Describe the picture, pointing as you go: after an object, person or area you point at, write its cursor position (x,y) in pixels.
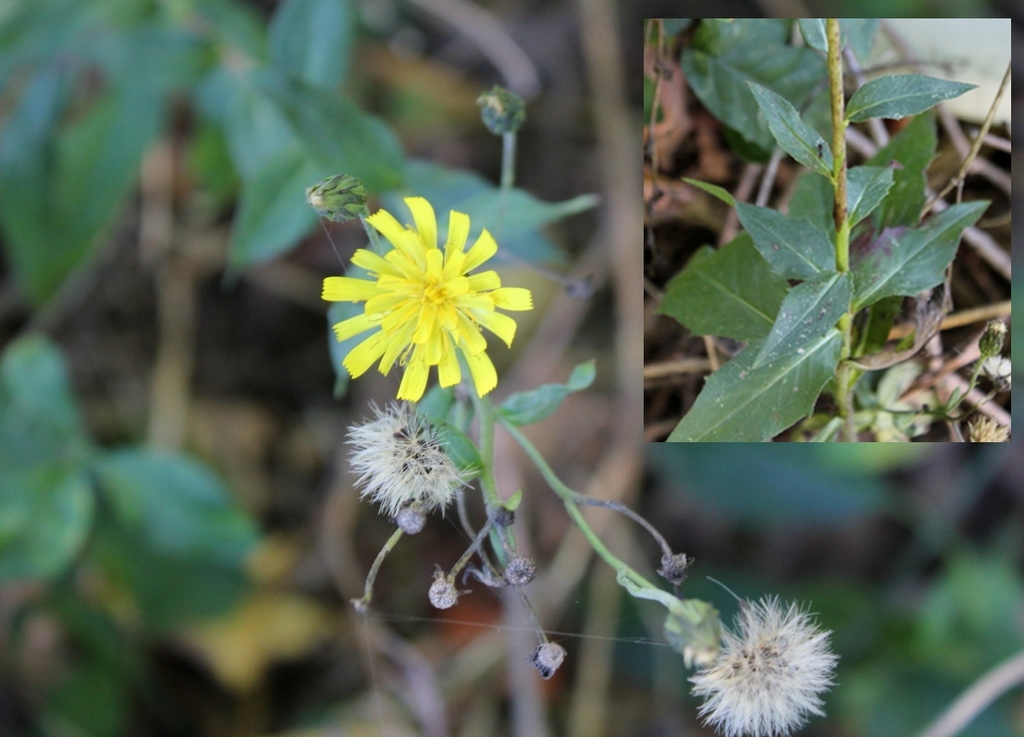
In this image there are plants (757,348) and we can see flowers (395,425). In the center (468,323) we can see a yellow flower (436,339).
